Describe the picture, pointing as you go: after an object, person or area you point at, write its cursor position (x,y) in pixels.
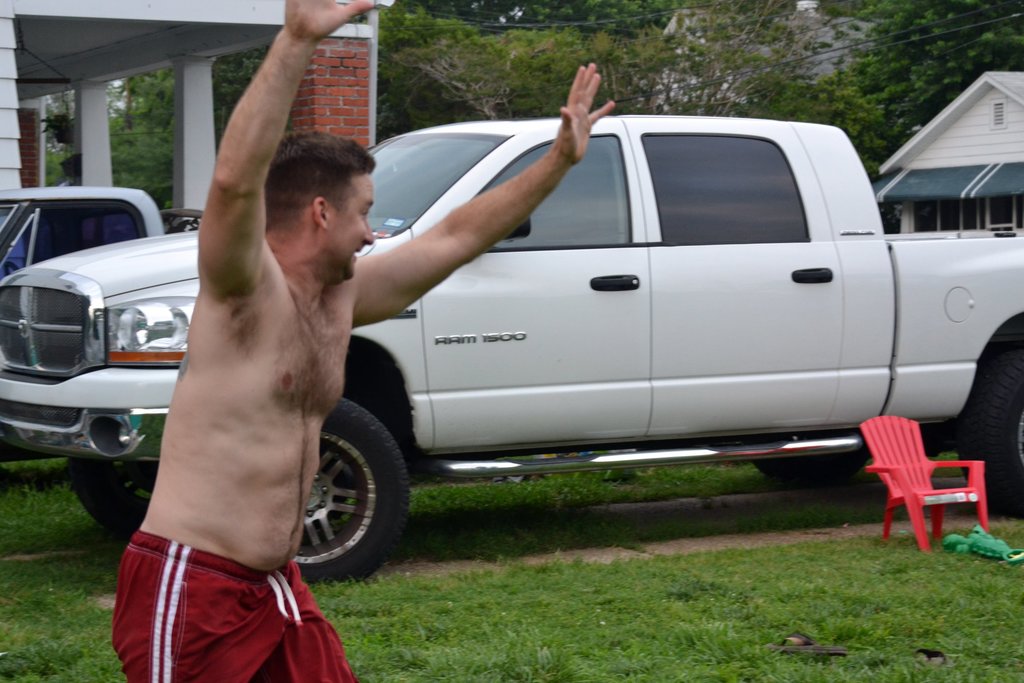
In this picture, there is a truck (619,317) in the middle (560,341). At background (502,48) there is a tree (536,56). There is a brick wall (338,87) and a building (78,49). To the left side (243,353), there is a man (245,369) standing and smiling. There is a grass (633,615) on the ground (771,594). There is a chair (906,478) beside the truck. To the right (909,167) there is another house (974,157).
